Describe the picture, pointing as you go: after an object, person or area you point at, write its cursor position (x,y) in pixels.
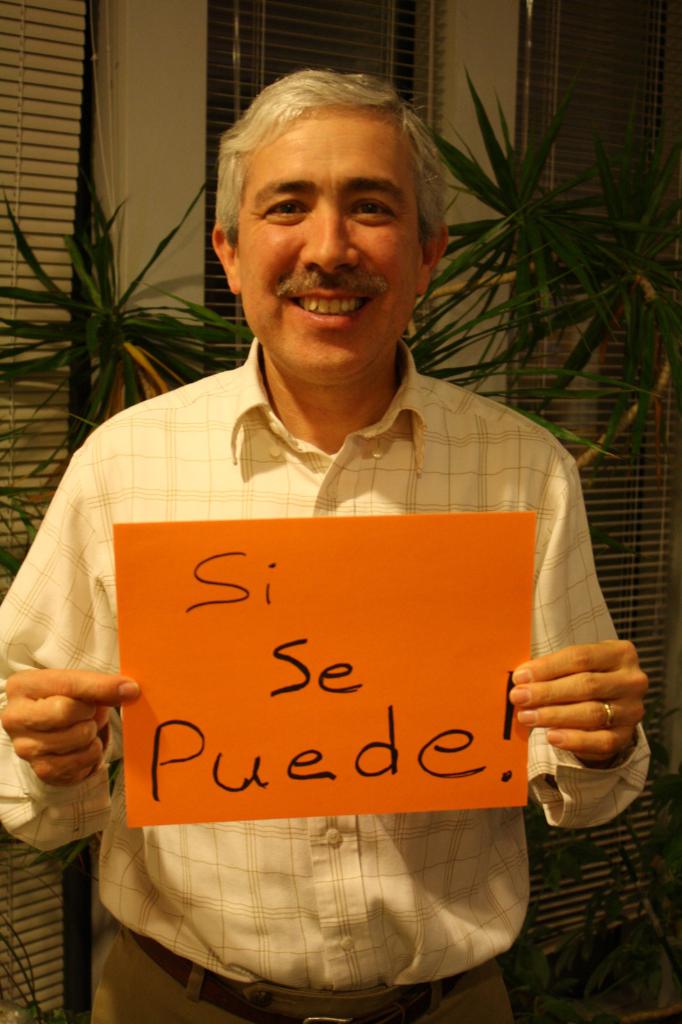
In this picture I can see a man (392,868) in the middle (316,539), he is holding a placard (380,718). In the background (498,260) there are plants (645,322) and windows (13,460).
